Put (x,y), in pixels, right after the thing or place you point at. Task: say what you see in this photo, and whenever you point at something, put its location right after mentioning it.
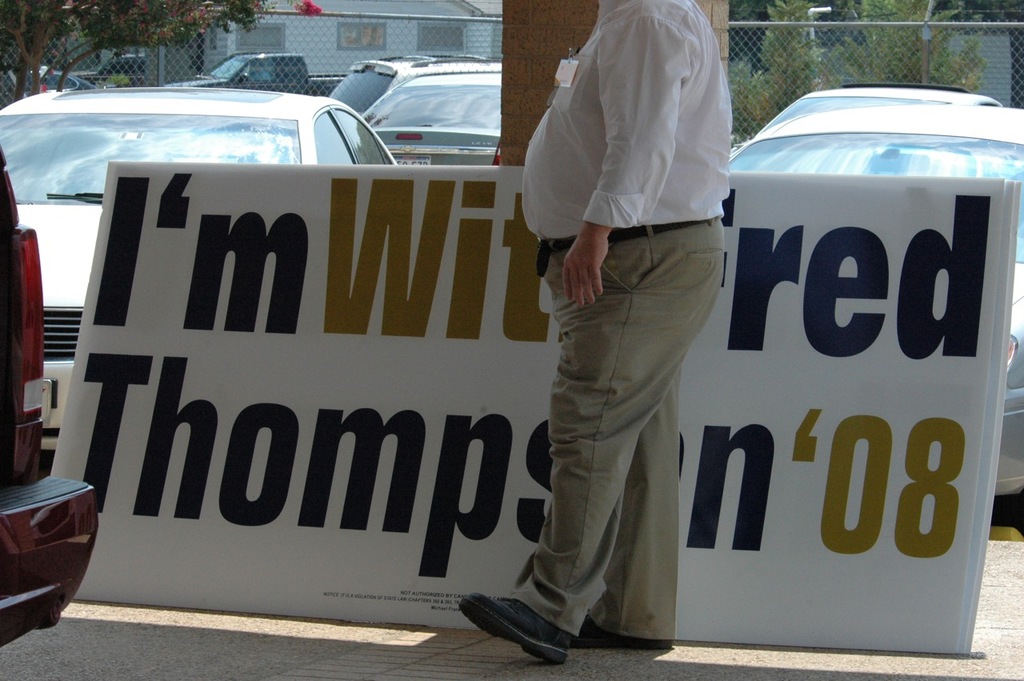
In this image, we can see a person (628,438) is standing near the hoarding (489,496). Here we can see few vehicles (55,519). Top of the image (890,33), there is a mesh (344,59), trees (45,4), house (398,42), poles (923,39) and few objects (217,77) we can see.
